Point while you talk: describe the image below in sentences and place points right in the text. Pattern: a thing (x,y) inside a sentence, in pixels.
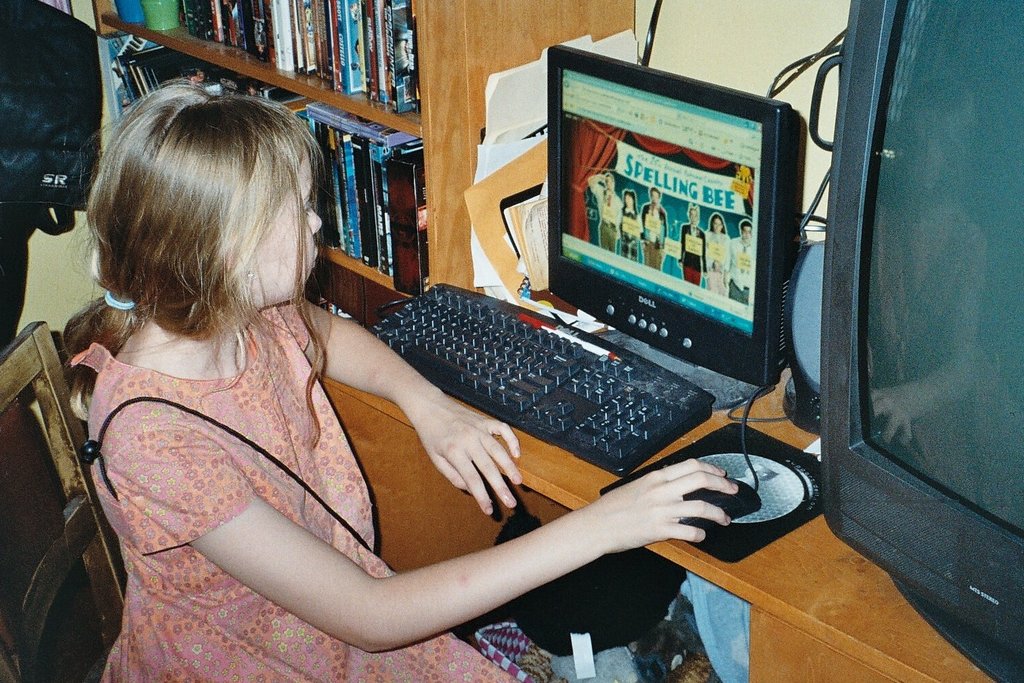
In this image we can see a girl (263,528) sitting on the chair (99,551) in front of the table (650,461) and the girl (701,514) is holding the mouse (748,493) which is on the mouse pad (738,530). On the table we can see a monitor (654,176), keyboard (688,387) and also a television (921,371) and some papers (505,166) and book (541,236). In the background (295,84) we can see the rack (333,98) with full of books (322,108). We can see a black color cloth (599,622) under the table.
